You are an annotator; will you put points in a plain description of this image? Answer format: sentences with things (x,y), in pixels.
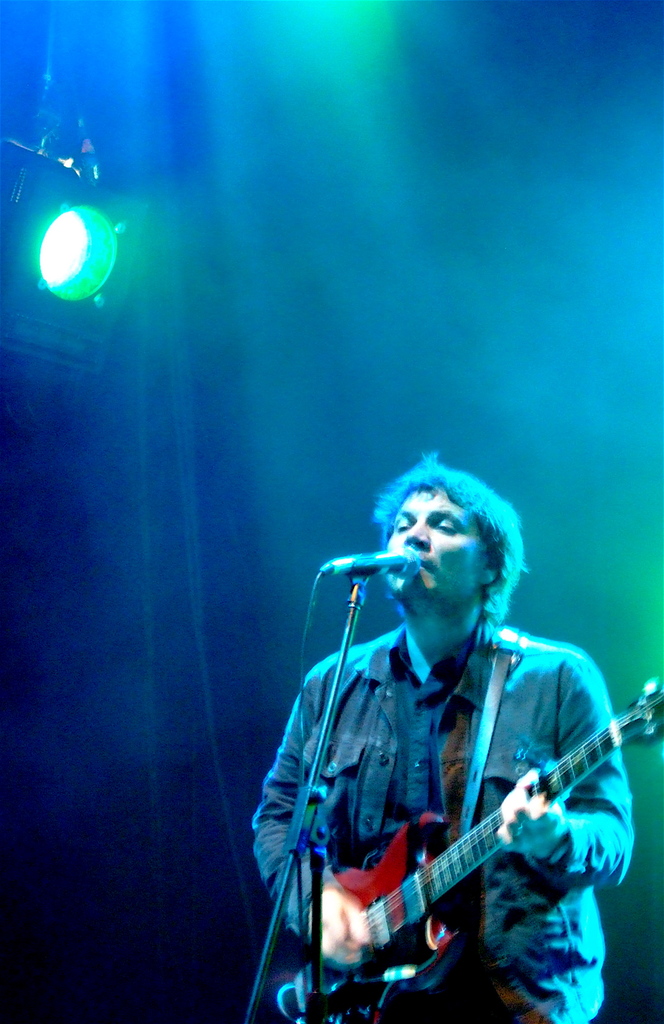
Here in this picture we can see a person (453,729) standing in front of microphone (399,560). He is singing and playing guitar (423,900). And this is the light (43,246) which is in green color.
